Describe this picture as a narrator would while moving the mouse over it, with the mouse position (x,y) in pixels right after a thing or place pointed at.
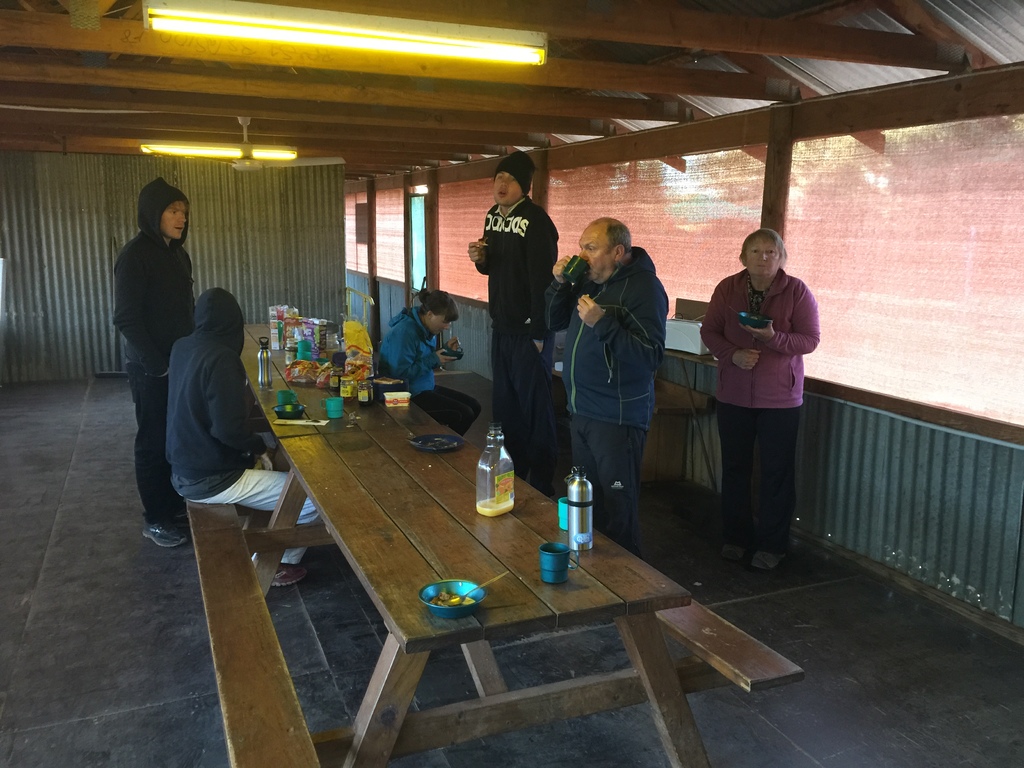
In this image we can see people (142,431). There is a bench (236,532) on which there are objects (451,608). At the bottom of the image (723,695) there is floor (175,639). At the top of the image (409,70) there is ceiling (399,63) with lights (464,32). There is a fan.
